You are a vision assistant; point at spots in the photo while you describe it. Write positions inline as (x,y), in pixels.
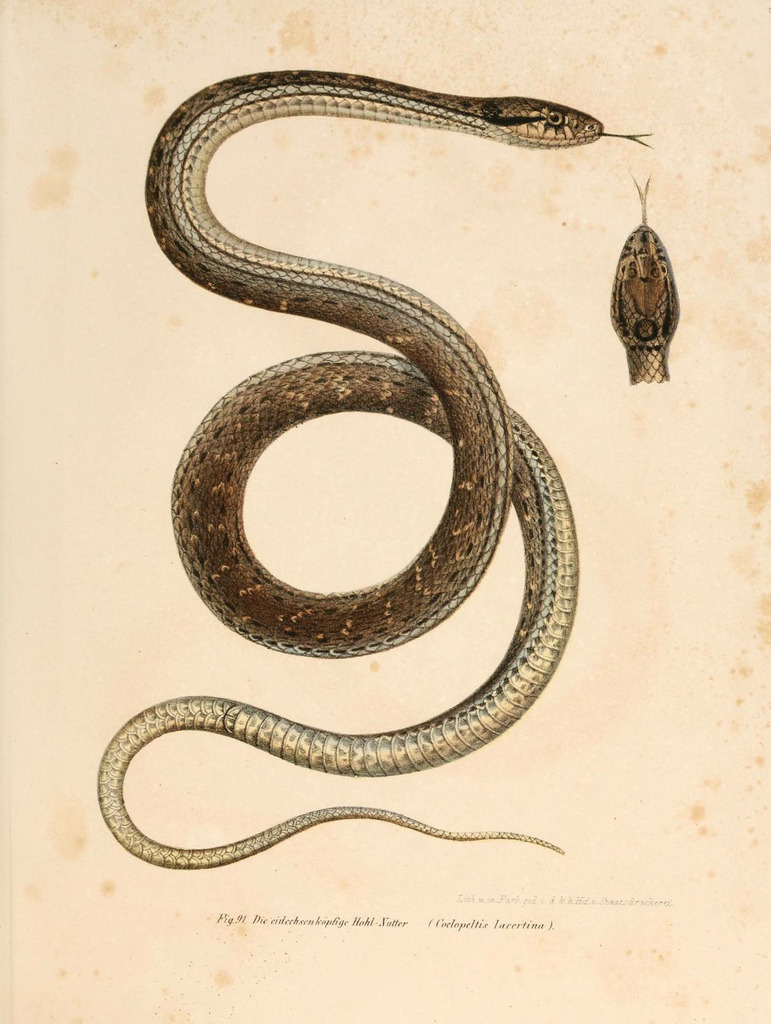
In this image I can see a snake (465,342) which is cream, brown and black in color on the cream colored surface (166,322). I can see the snake's head (635,291) and tongue (648,186) to the right side of the image (637,223) and few words (360,926) written at the bottom of the image (551,926).
